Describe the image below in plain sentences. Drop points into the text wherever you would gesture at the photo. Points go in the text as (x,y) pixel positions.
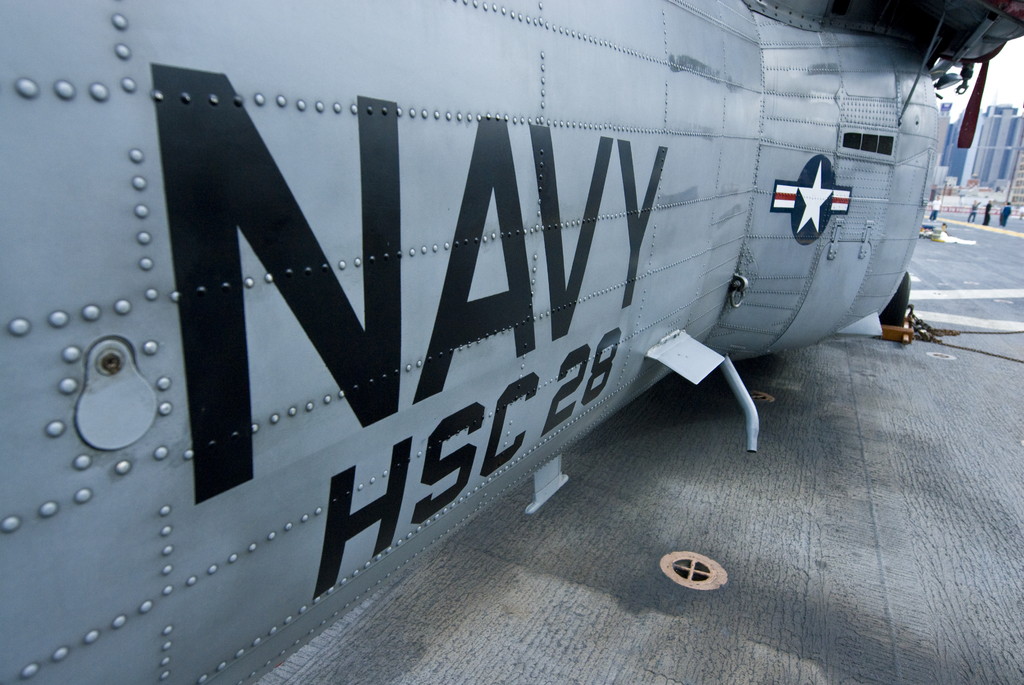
In this picture we can see some text (511,181), numbers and a star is visible on a metal object (402,334). There are a few objects (905,323) visible on the path (960,266). We can see a few people (1004,211) and buildings (964,196) in the background (987,184).
